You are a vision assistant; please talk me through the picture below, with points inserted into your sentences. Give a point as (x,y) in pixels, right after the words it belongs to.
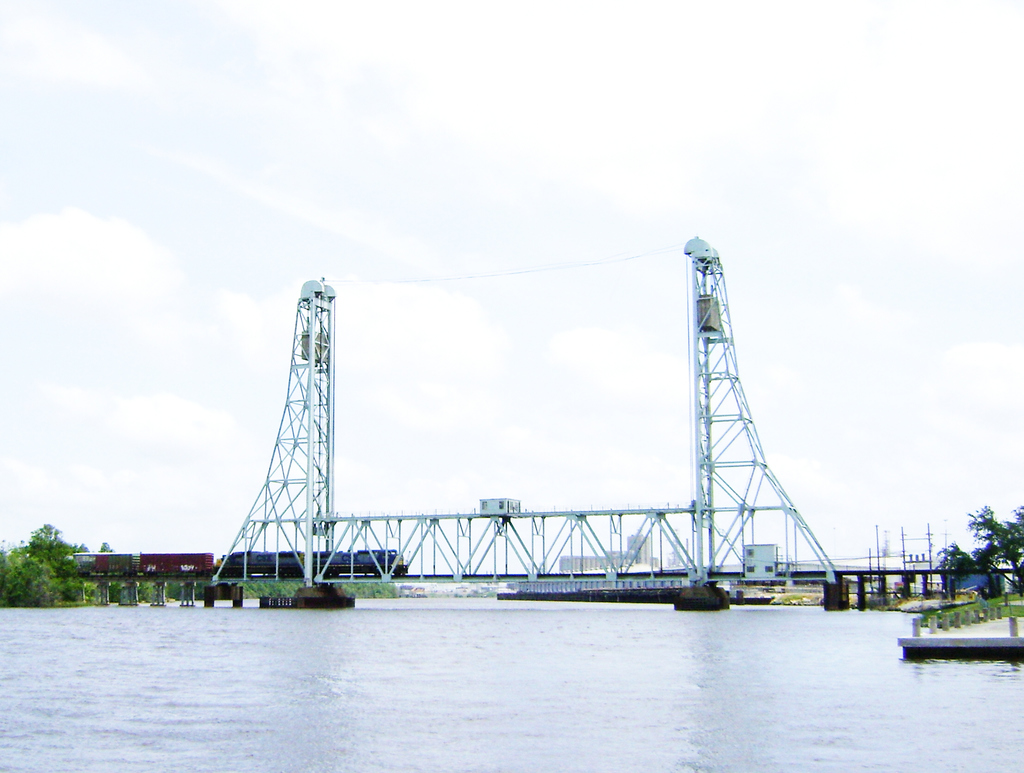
In this image we can see one river (425,642), two boats (668,595) in the river (776,618), one bridge (232,580) with big barrier (509,523), two towers (266,526) in the bridge (679,574), one object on the barrier (374,568), some pillars (862,602) in the water (871,637), some poles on the ground (997,619), one railway track (888,571) on the bridge (737,574), some concrete poles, some buildings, one train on the railway track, some objects (808,599) on the ground (750,595), some trees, bushes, plants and grass (940,613) on the ground (965,621). At the top (490,177) there is the sky (67,115).
